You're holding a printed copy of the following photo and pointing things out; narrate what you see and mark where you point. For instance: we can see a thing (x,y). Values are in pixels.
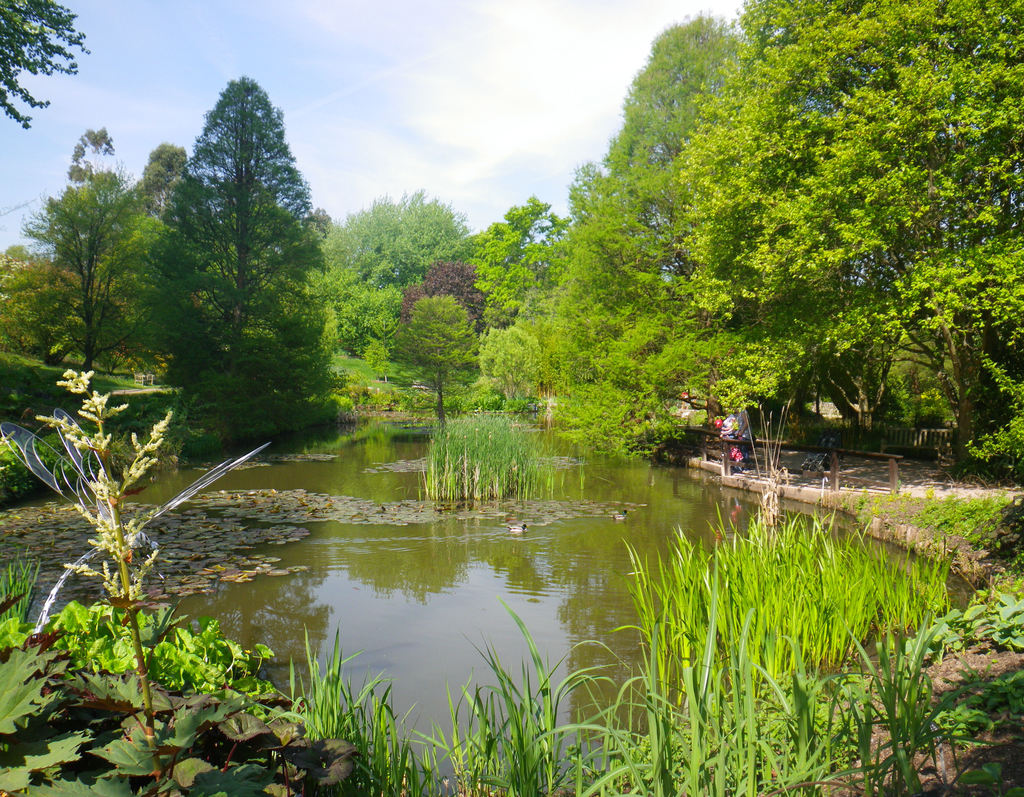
In this picture we can see plants (557,503) in water (462,550), trees (729,249) and in the background (311,119) we can see the sky (311,94) with clouds (594,113).
